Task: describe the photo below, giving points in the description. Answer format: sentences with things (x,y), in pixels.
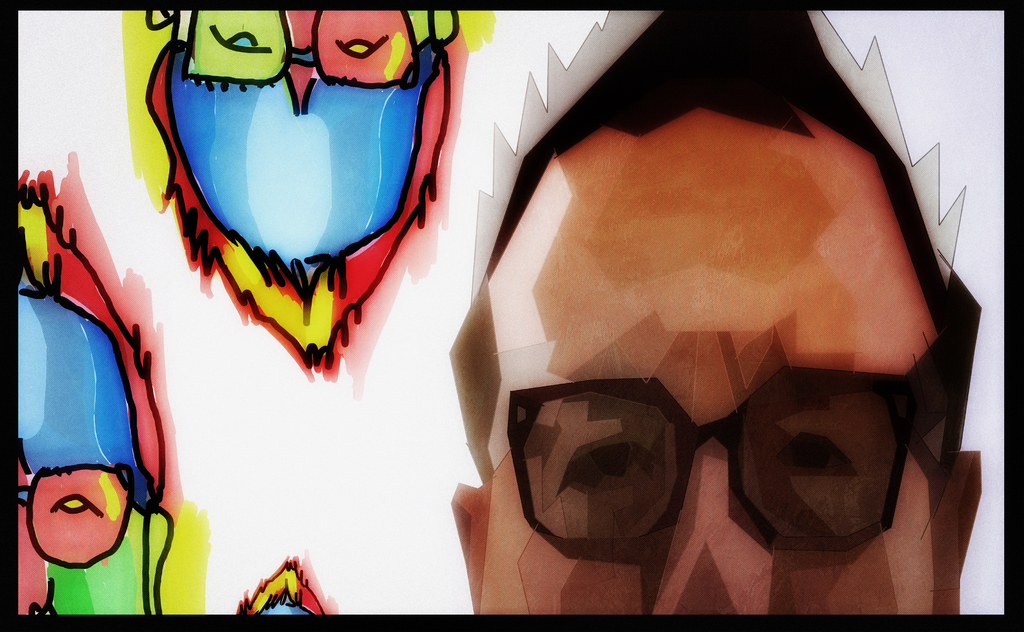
In this picture I can see the poster (515,162). On the right of the poster (625,361) I can see the person's cartoon face (788,316) who is wearing spectacle (736,433). On the left (175,115) I can see the designs (235,275) of the same person (175,134).
